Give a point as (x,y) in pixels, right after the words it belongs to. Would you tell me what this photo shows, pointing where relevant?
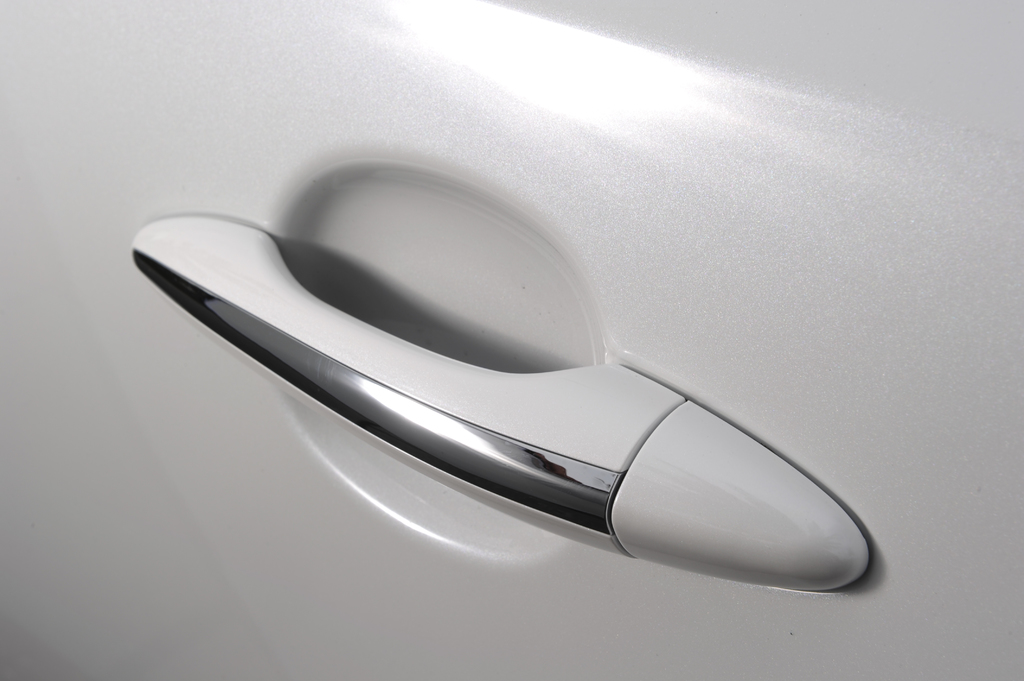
In the image there is a white color car door (342,213) with a handle (637,441) to it.
